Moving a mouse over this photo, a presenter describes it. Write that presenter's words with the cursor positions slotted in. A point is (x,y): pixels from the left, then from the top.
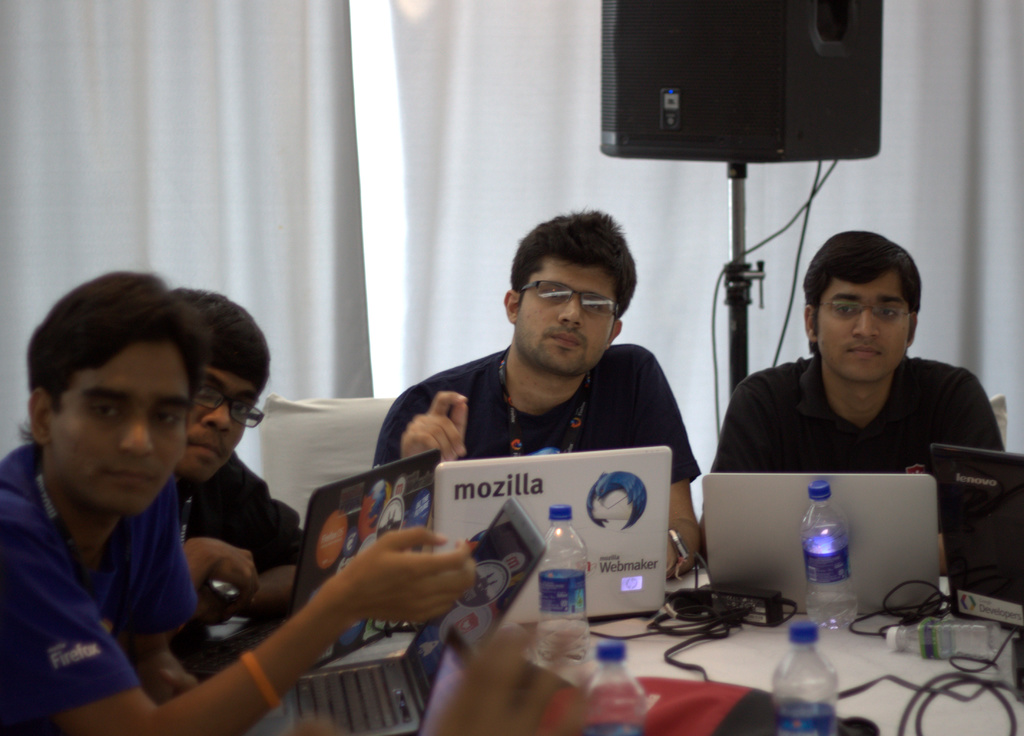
In this image, there are four persons (513,308) wearing clothes (138,535) and sitting in front of the table (658,660). This table (646,641) contains bottles (800,694) and laptop (566,486). There is a speaker (724,79) in the top right of the image (715,69).
